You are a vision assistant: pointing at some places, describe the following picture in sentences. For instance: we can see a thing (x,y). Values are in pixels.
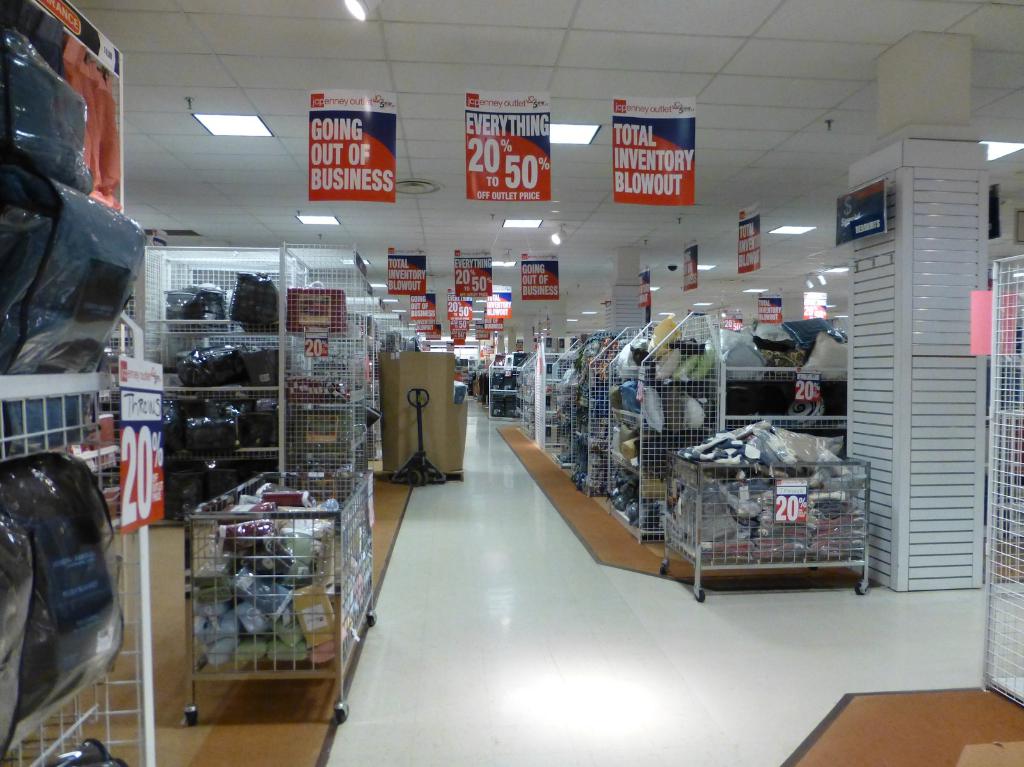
The picture is taken in a store (608,241). In this picture we can see is racks (348,456), bags (726,436), machine (421,437), boxes (437,412), floor (417,583) and various objects (279,587). At the top (600,199) there are banners (471,120), light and ceiling (452,217).
